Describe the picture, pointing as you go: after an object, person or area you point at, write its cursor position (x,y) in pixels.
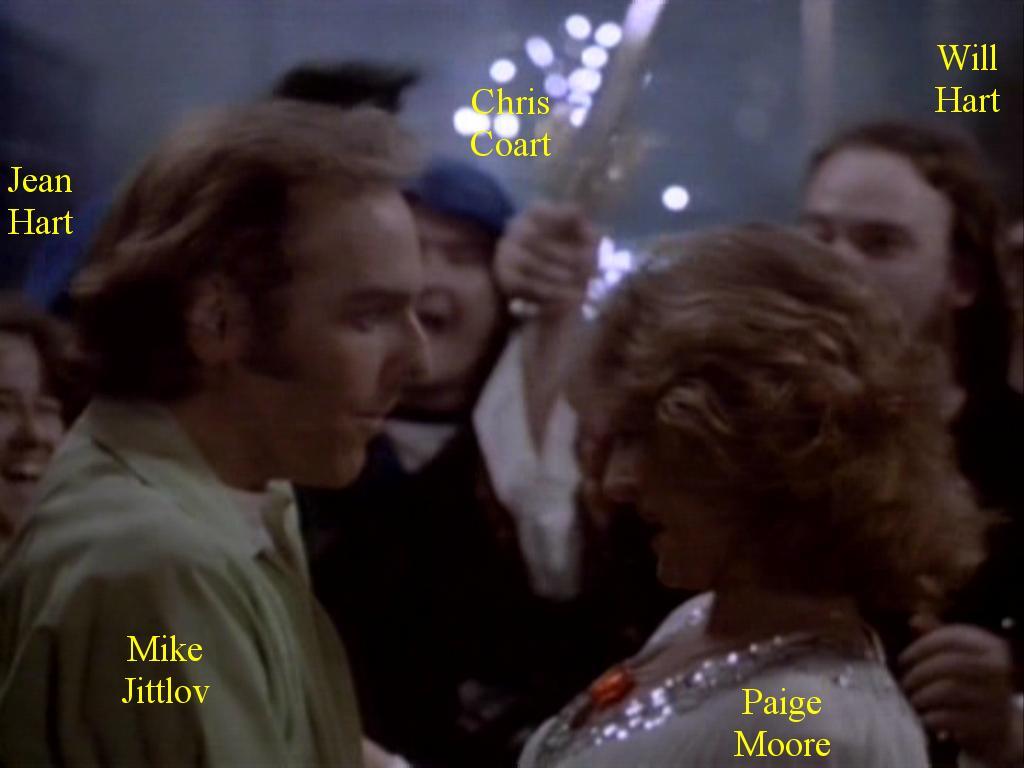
In this image, there are a few people (371,231). We can also see some text (787,748).
